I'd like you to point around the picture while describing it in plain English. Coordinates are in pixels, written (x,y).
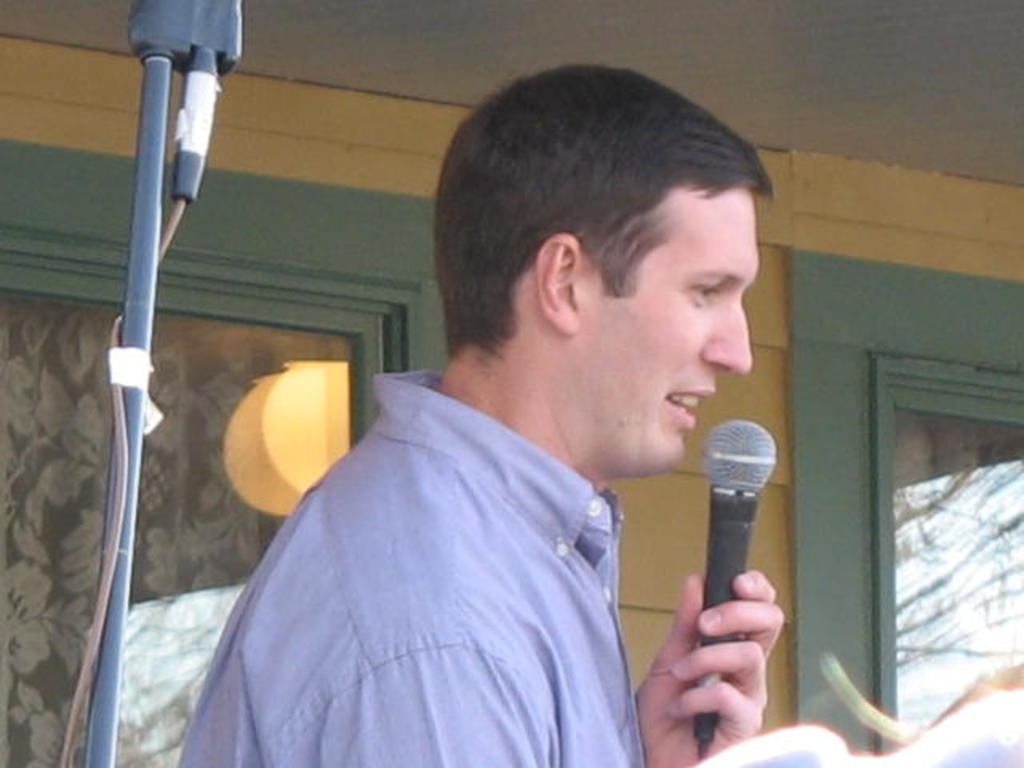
In this picture, we can see a person (661,424) holding a microphone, and we can see pole (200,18) with wire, and we can see the wall (773,409) with glass (922,563), and some reflections (934,523) on the glass (927,529), and we can see the roof (1,29).
